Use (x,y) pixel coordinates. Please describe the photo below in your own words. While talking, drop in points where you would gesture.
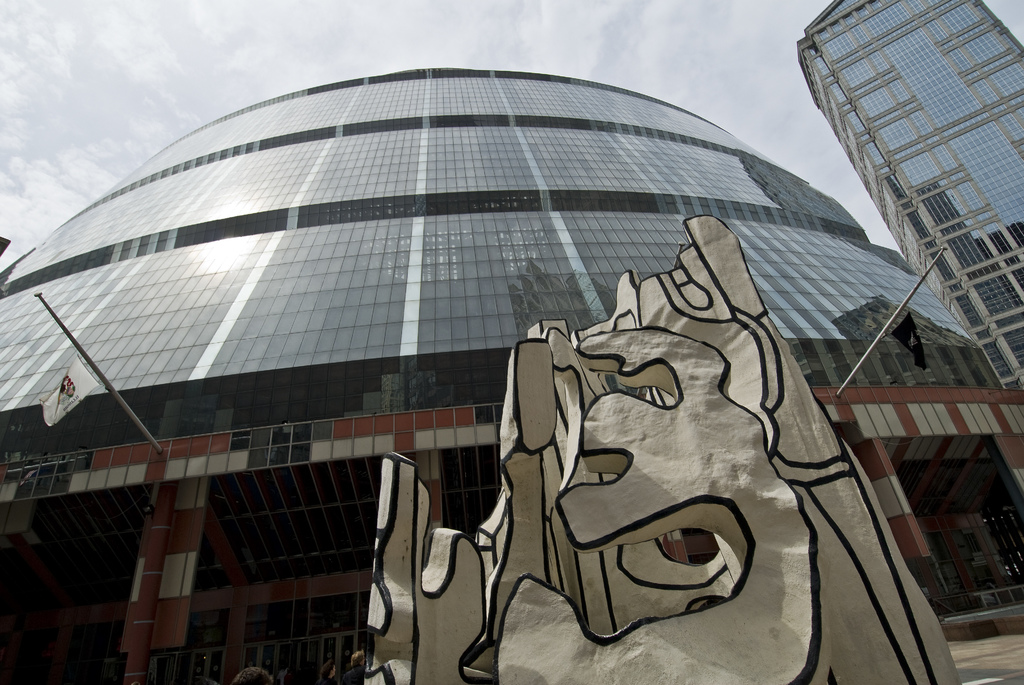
This picture is clicked outside the city. In the foreground (700,353) we can see there are some objects (727,474) placed on the ground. In the background (279,425) we can see the buildings (595,246), metal rods (874,345), flags (91,382) and the sky (596,48).
